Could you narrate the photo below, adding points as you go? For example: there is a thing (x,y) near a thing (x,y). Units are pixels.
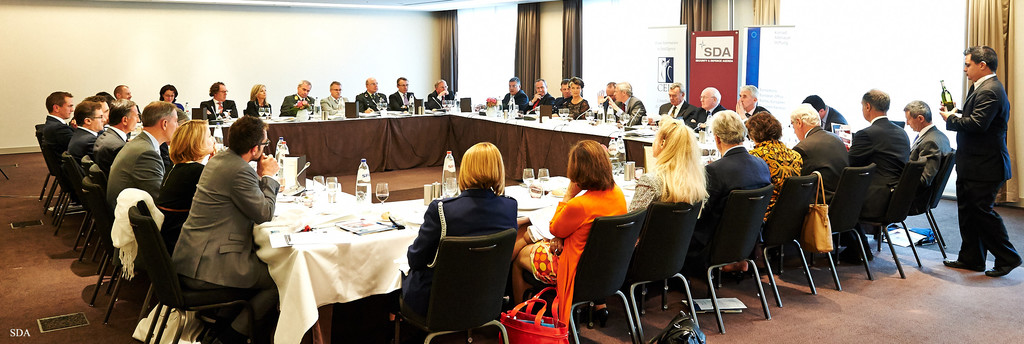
This is looking like a meeting where a group of people (56,111) are sitting in a room (75,75). There is a person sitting here and he is speaking on a microphone (626,124). There is a person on the right side (956,118) and he is holding a bottle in his hand (942,113).
